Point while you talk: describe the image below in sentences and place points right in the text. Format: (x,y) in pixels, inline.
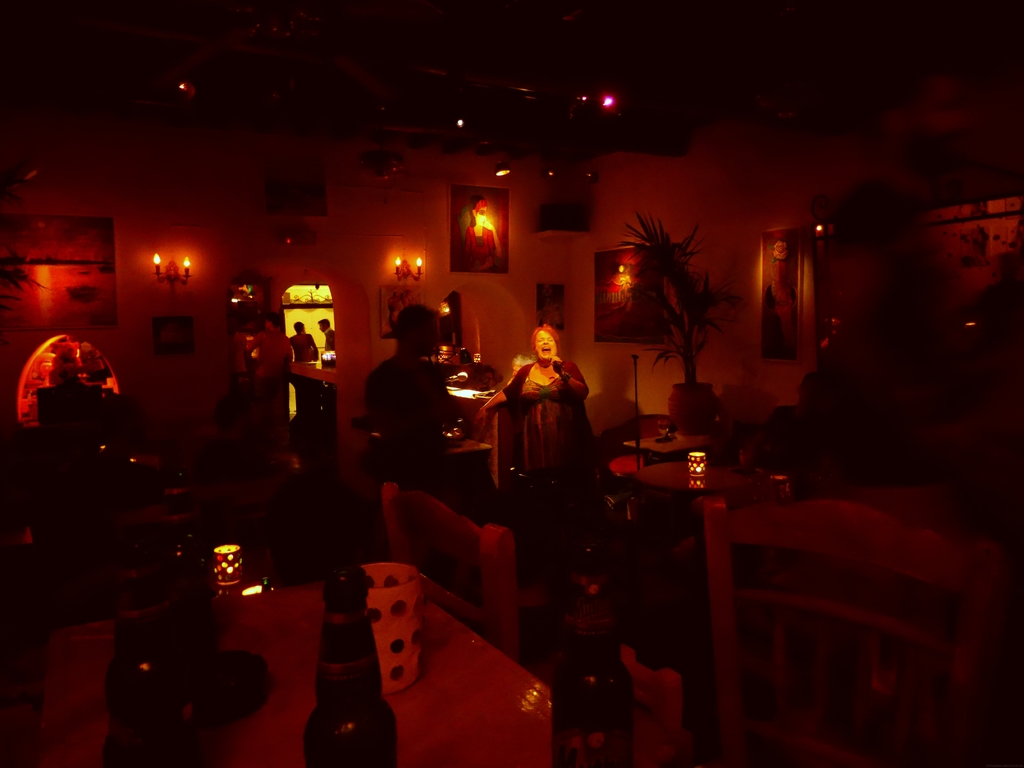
In this image there is a woman (572,419) standing, the woman (563,420) is holding a microphone (564,370) and singing, beside a woman (561,370) there is plant (701,393) in front of the woman (583,388) there is dining table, there is a bottle (376,659) on the table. There are two men (330,342) standing in the image. At the background (495,225) there is a frame (481,224) and a light (406,264) attached to the wall (346,179).
